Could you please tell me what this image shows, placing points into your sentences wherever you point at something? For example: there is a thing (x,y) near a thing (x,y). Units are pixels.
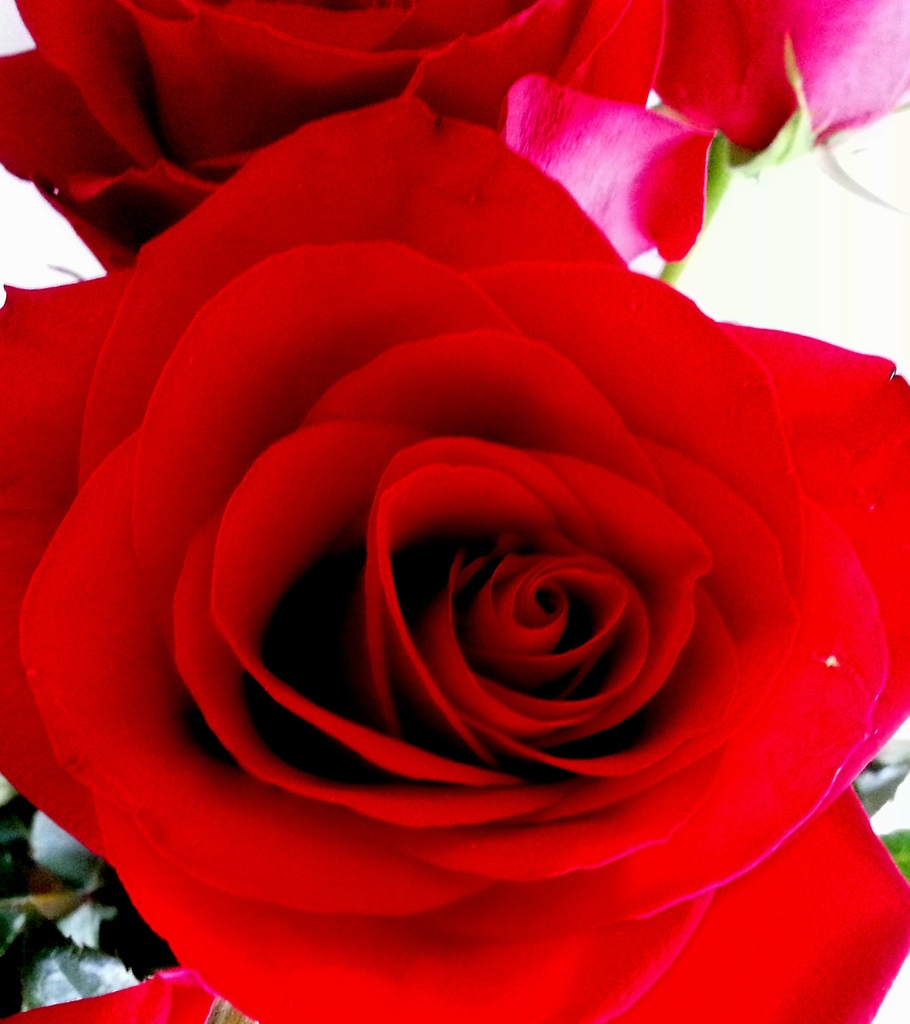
In this image I can see two red roses (394,325). The background (831,220) is in white color. In the bottom left-hand corner (53,968) few leaves (81,921) are visible.
